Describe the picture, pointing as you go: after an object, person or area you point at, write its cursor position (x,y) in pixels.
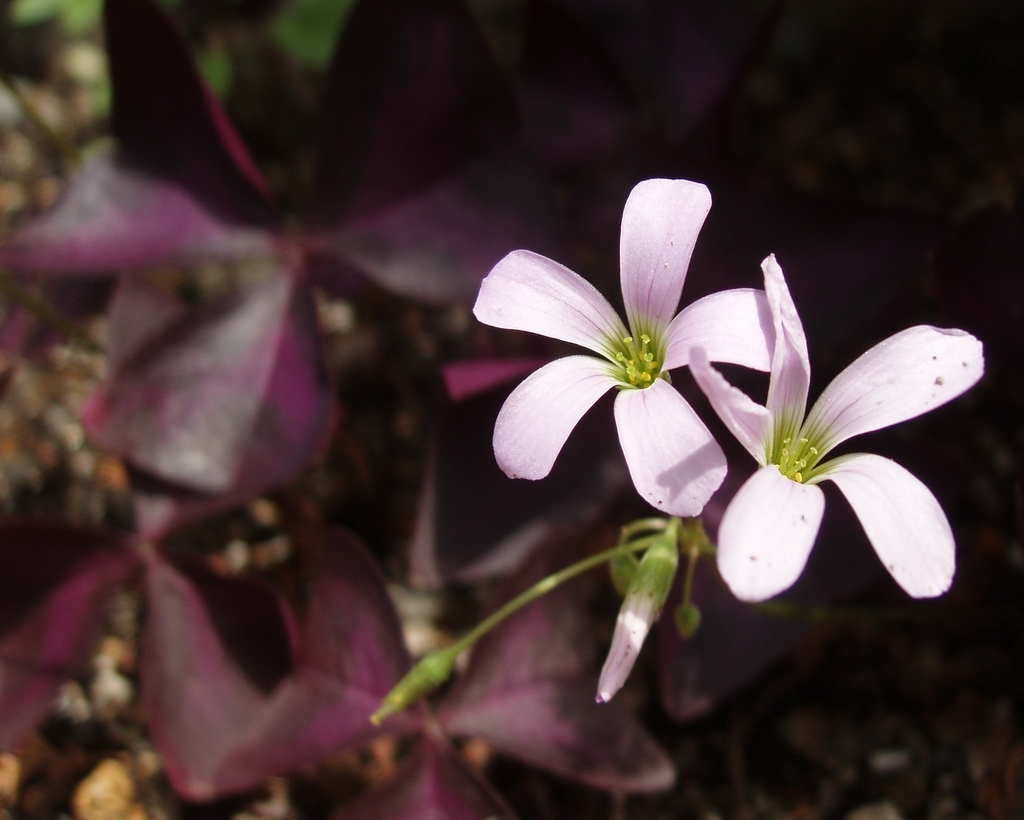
In this image we can see the two flowers (652,448). The background of the image (984,184) is slightly blurred, where we can see plants (124,554) and stones (45,447) on the ground (37,412).
